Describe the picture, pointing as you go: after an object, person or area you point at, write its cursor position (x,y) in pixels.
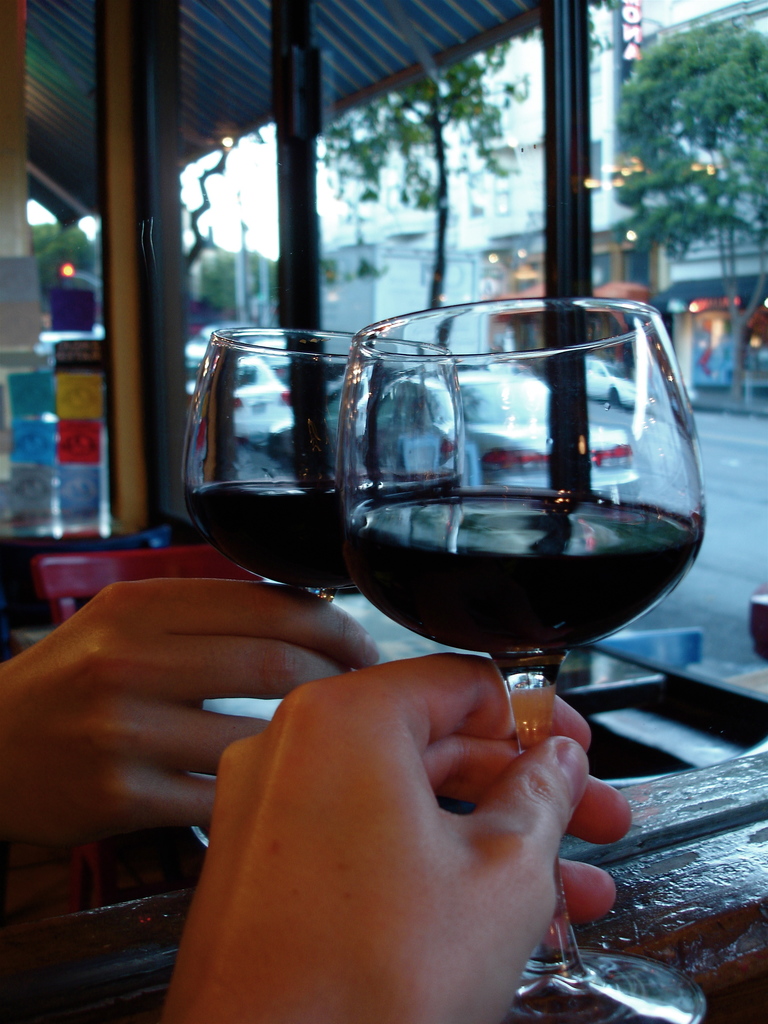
In this image I can see two people (470,971) holding two glasses (276,473), background (724,354) I can see few vehicles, few stalls (730,347), buildings (520,274), trees (446,212) in green color and the sky (251,211) is in white color.
